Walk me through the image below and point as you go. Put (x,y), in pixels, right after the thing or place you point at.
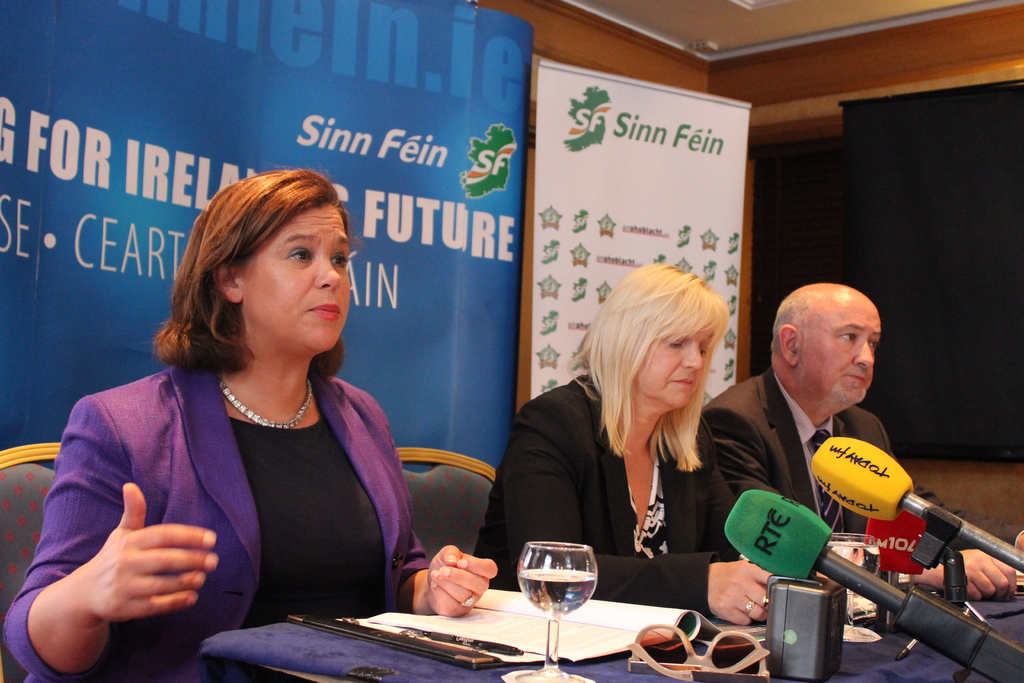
There are three people (786,395) sitting on chairs (473,549) and we can see microphones (787,543), glasses (567,558) with water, papers (650,614) and objects (716,640) on the table (317,660), behind these people (631,282) we can see banners (582,206). In the background (985,221) it is dark.
